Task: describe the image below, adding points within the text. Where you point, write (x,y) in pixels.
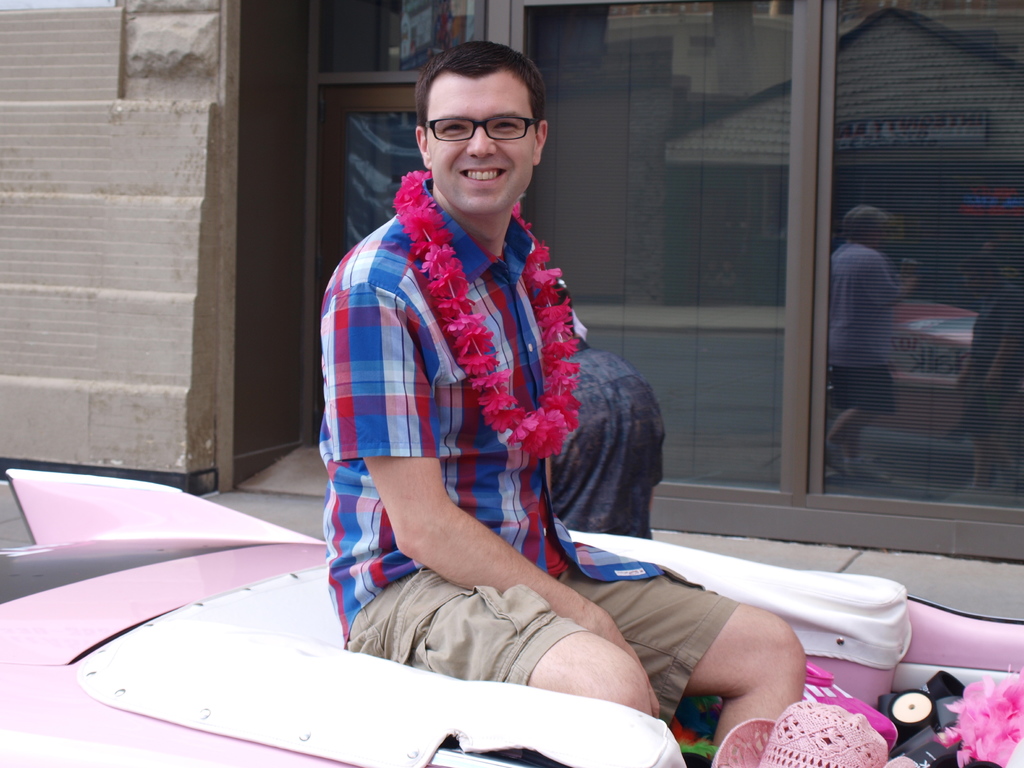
In this image in the center (511,325) there is one man (542,491) who is sitting and he is wearing spectacles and smiling, and at the bottom (306,662) it might be a vehicle (151,736). And in the background (236,89) there is a building (576,71) and glass doors (741,216) and pavement (995,573) and through the glass doors (868,273) we could see reflection (849,314) of some persons (849,314), buildings (920,255), boards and pavement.
